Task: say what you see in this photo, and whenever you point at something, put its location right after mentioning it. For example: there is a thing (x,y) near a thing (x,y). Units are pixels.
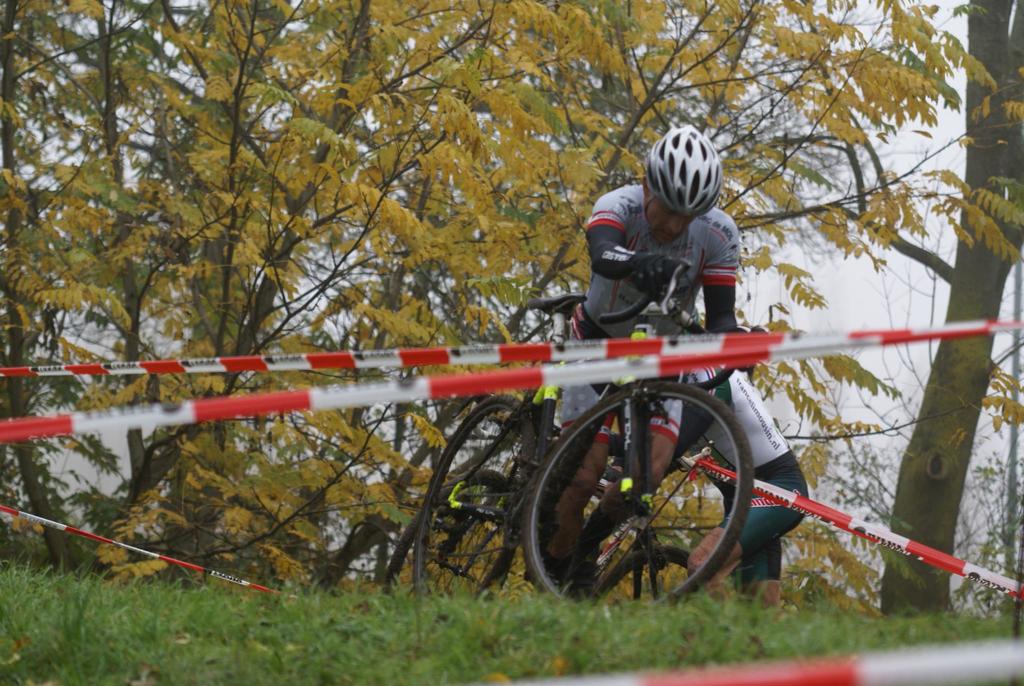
In this picture there is a man (666,232) who is wearing helmet (691,190), t-shirt (687,243), gloves (735,326), trouser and shoe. He is holding a bicycle (567,449). Here we can see white and red color cloth (614,367). On the bottom (432,657) we can see grass (565,639). On the top (617,88) we can see trees (291,228). Here it's a sky (826,266).
